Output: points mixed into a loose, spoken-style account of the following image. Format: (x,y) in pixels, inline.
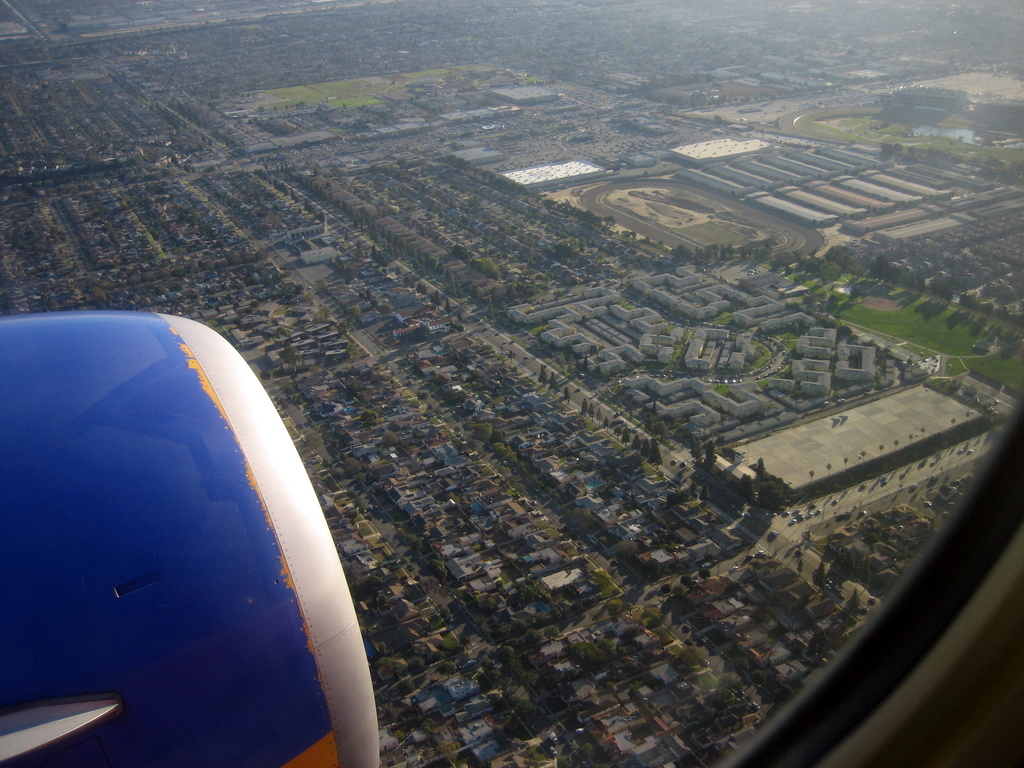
This image is aerial view. In this picture we can see buildings (629,533), vehicles (818,511), ground (871,431), grass (907,305), trees (500,240) are present. At the bottom left corner (94,659) we can see a part of an airplane (128,460) is there.
